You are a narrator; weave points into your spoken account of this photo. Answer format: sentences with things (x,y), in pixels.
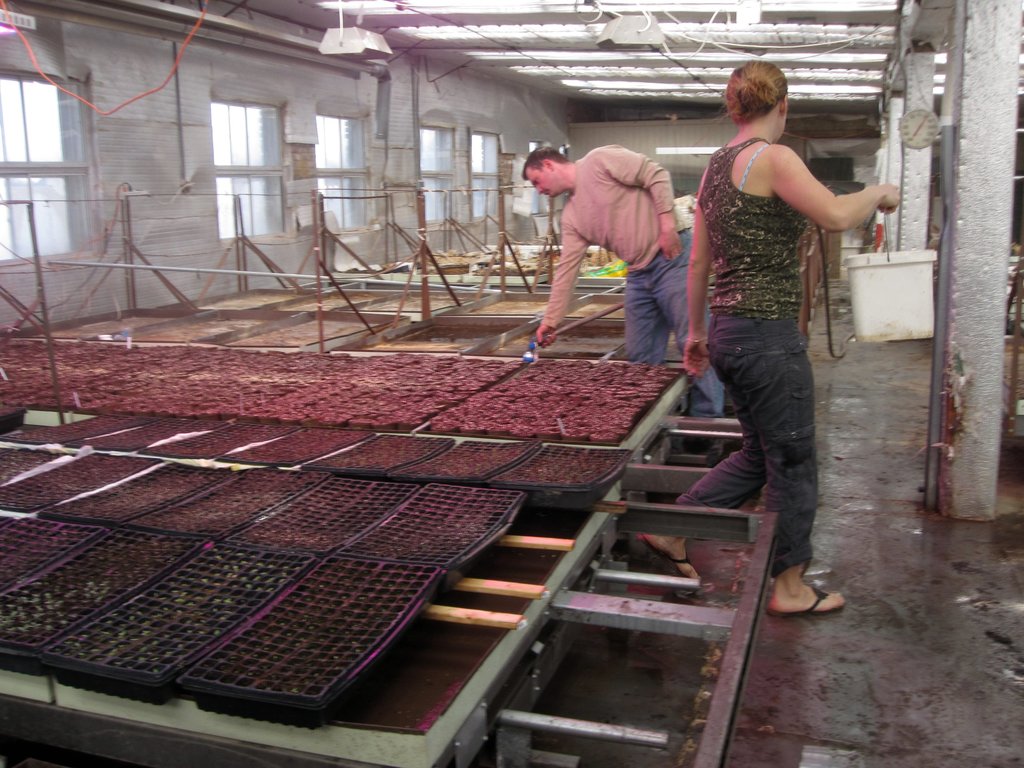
In this image there is a man (607,237) standing, he is holding an object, there is a woman (752,303) walking, she is holding an object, there is ground (895,613) towards the bottom of the image (911,578), there are objects (509,582) on the ground (898,630), there are pillars (963,148) towards the right of the image (965,264), there is a wall clock (923,115) on the pillar (919,157), there is a wall (201,200) towards the left of the image (226,222), there are windows (345,185), there is a roof (454,53) towards the top of the image (451,26), there are lights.
